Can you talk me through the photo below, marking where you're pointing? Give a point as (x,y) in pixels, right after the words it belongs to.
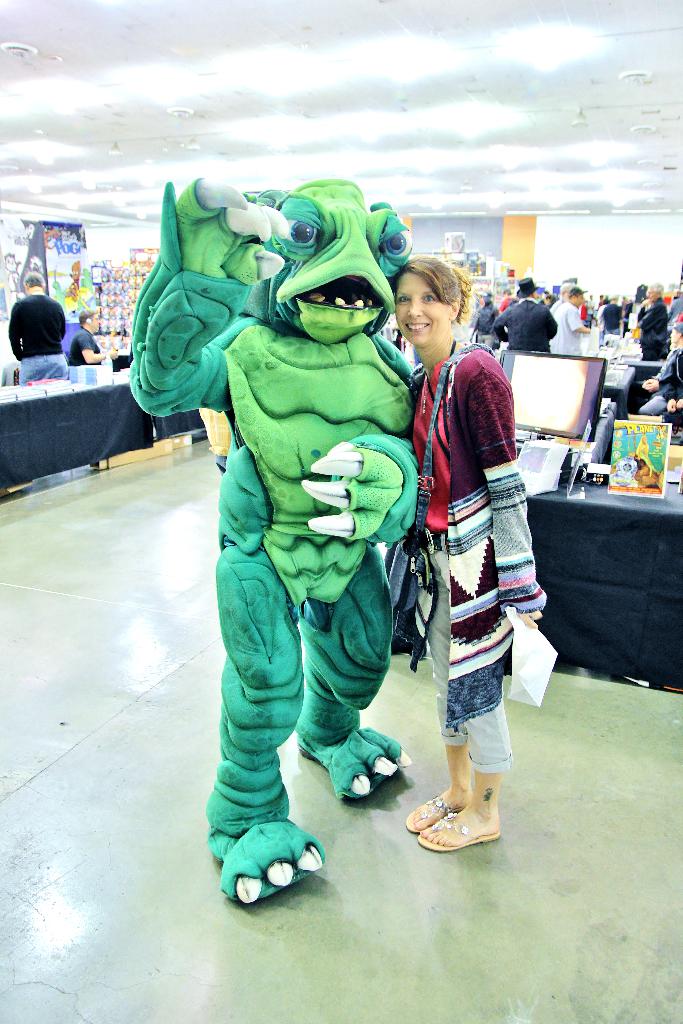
In this picture we can see a woman (441,544) is standing on the path (419,670) and on the left side of the woman (441,458) there is a toy (250,823) and behind the toy (405,412) there are tables (15,412) and some people (24,322) are standing and a wall (544,244). At the top (589,174) there are lights (526,155).
